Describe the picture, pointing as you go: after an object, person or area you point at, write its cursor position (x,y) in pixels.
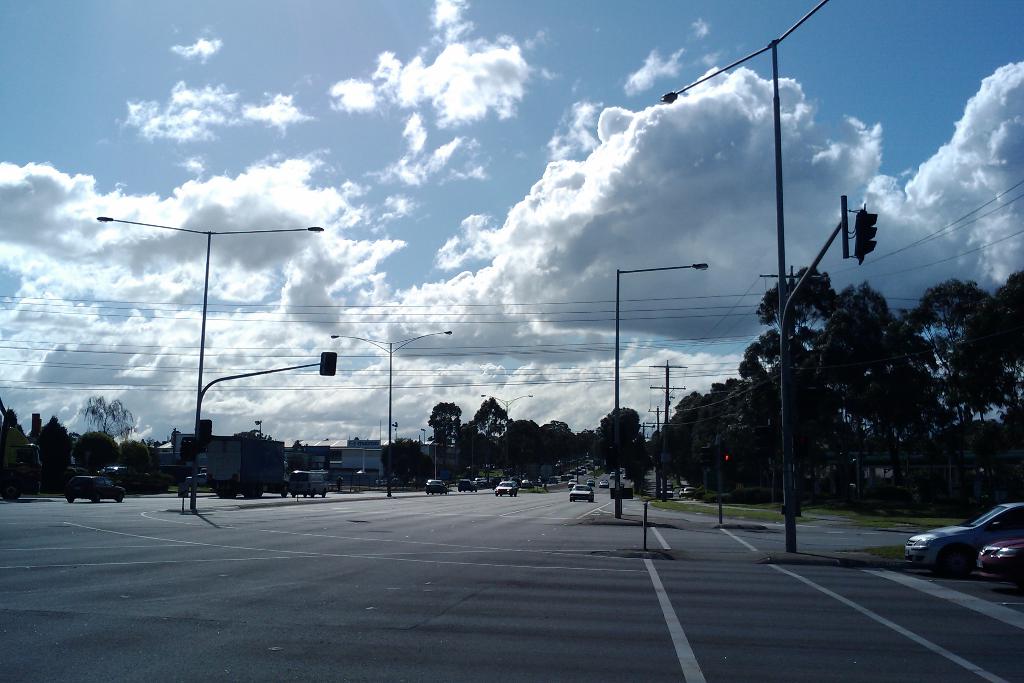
On the road (435,502) many vehicles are moving. There are street lights (786,356). In the background (921,474) there are roads (630,553), buildings (373,465). The sky (731,364) is cloudy.
